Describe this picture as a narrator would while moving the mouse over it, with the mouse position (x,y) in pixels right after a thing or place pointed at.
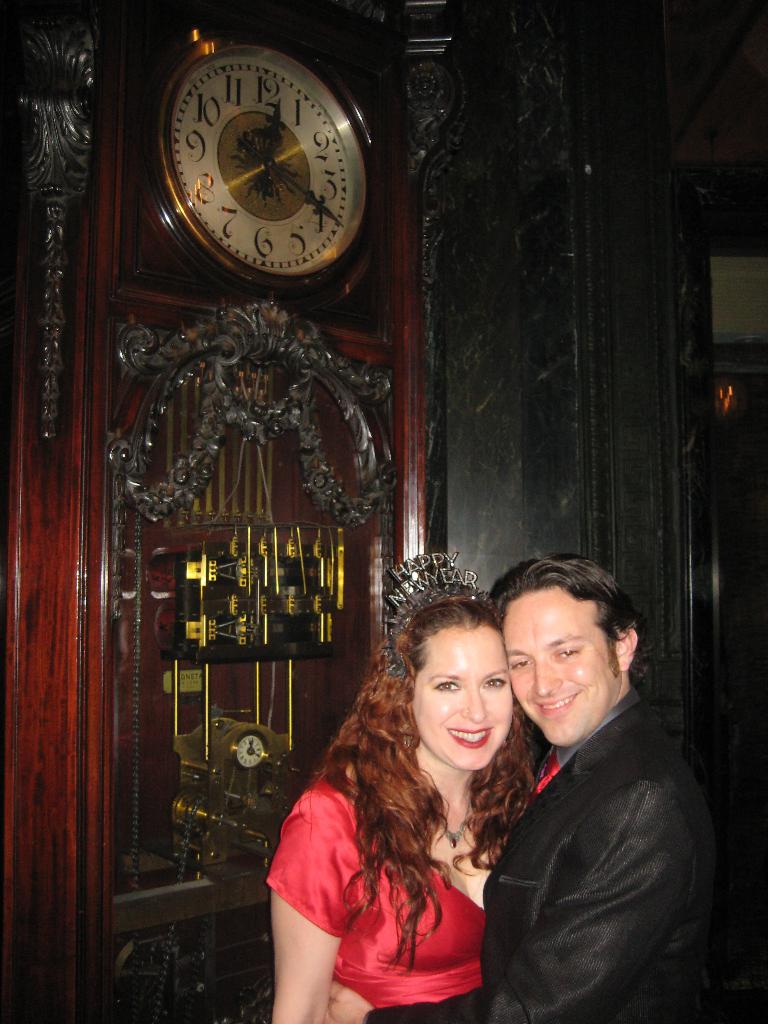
In the picture we can see a man (537,877) and a woman (453,867) standing together and man (526,877) is wearing a black color blazer (510,874), tie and smiling and the woman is wearing a red color dress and in the background (83,331) we can see a clock (280,465) with a pendulum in the wooden frame (418,539).
